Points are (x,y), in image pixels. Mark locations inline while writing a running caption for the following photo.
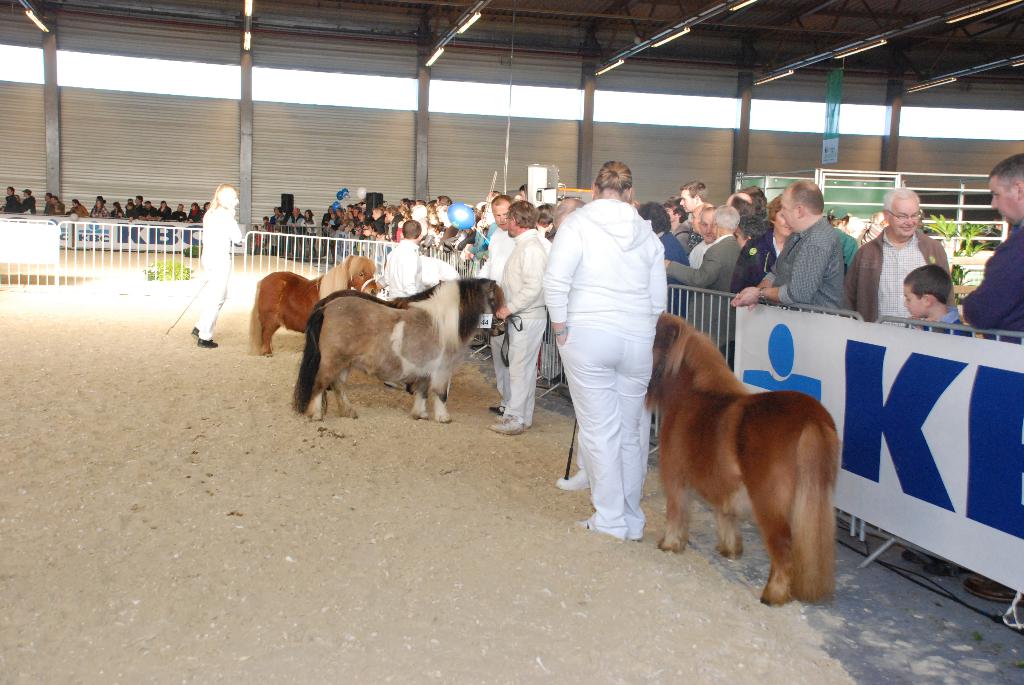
There are groups of people (181,208) standing. These are the barricades (720,314). This looks like a banner (867,394), which is hanging. These are the horses (333,303). This looks like a shed (402,106). I can see the tube lights (479,14), which are at the top (945,79). These look like the plants (940,228).
